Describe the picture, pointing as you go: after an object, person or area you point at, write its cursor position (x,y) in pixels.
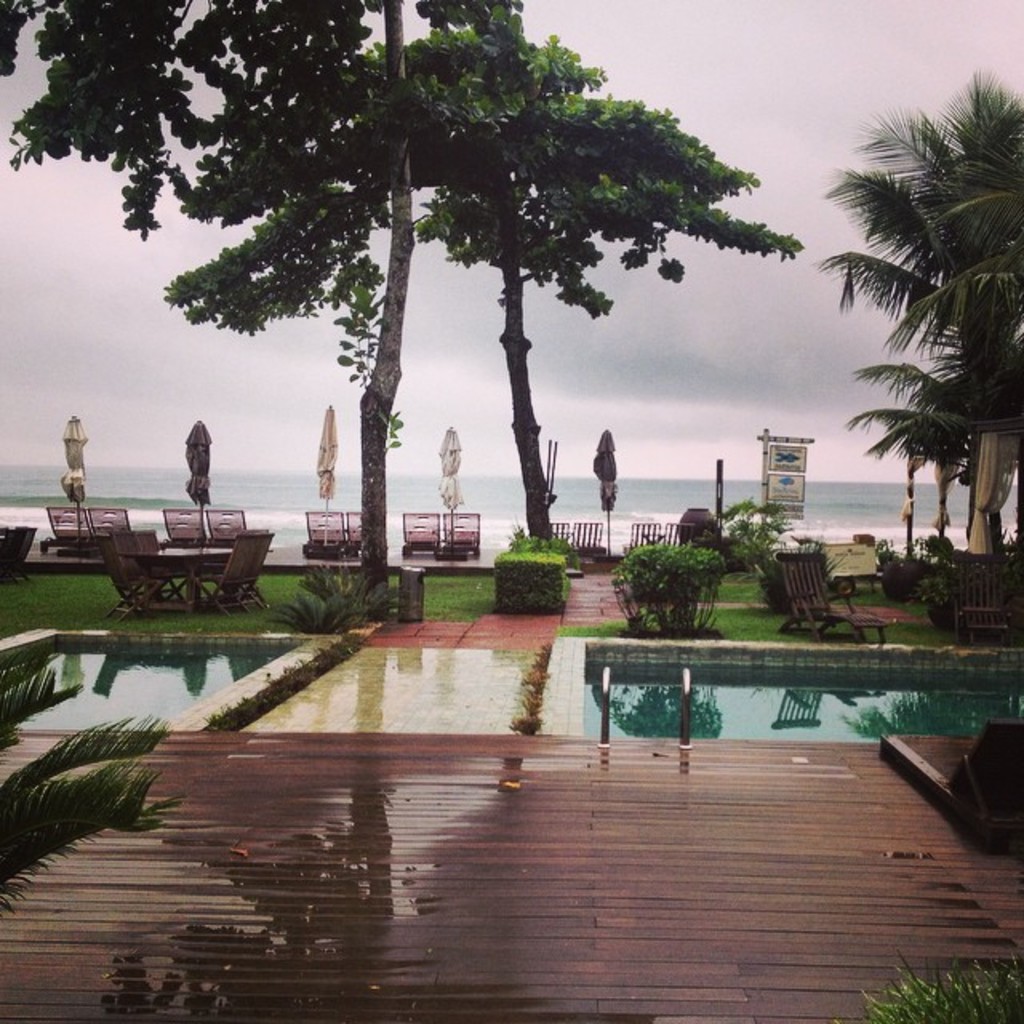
In this picture we can see water (152,696) and few trees (513,428), in the background (72,458) we can find few chairs (816,579), sign boards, umbrellas (81,442) and clouds (688,352).
